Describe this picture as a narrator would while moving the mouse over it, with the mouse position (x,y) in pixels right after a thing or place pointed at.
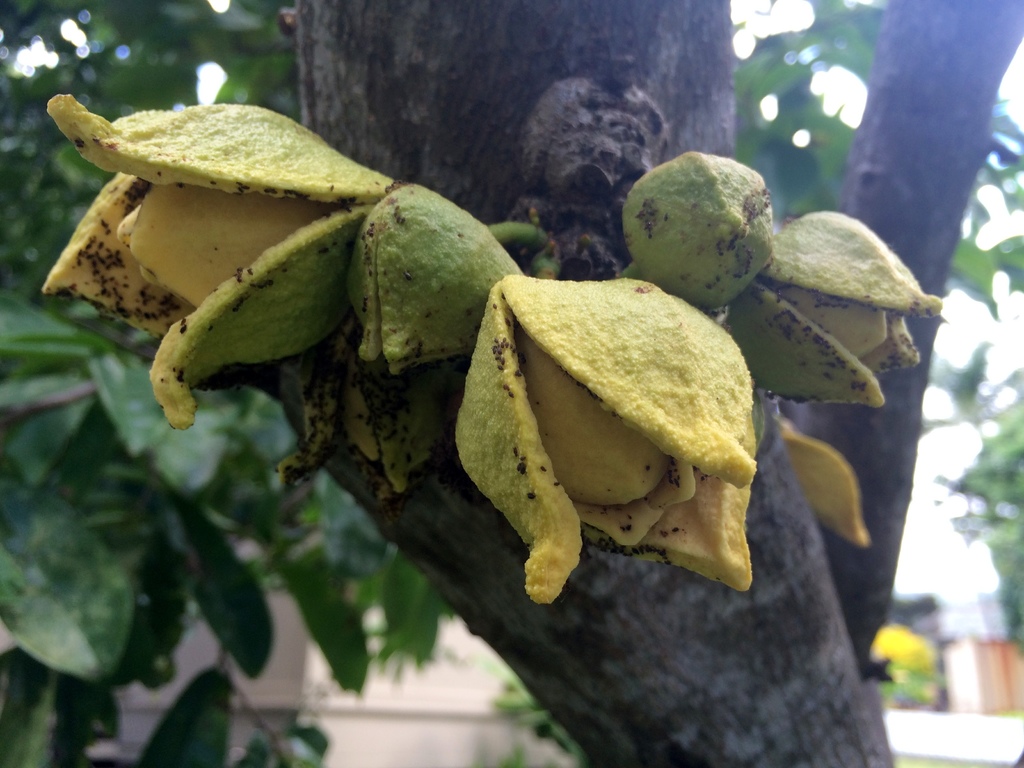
In this image I can see there are some flowers (472,362) to the trunk (499,142). The flowers (484,282) are in yellow and green colors. The background (974,676) is blurred.
